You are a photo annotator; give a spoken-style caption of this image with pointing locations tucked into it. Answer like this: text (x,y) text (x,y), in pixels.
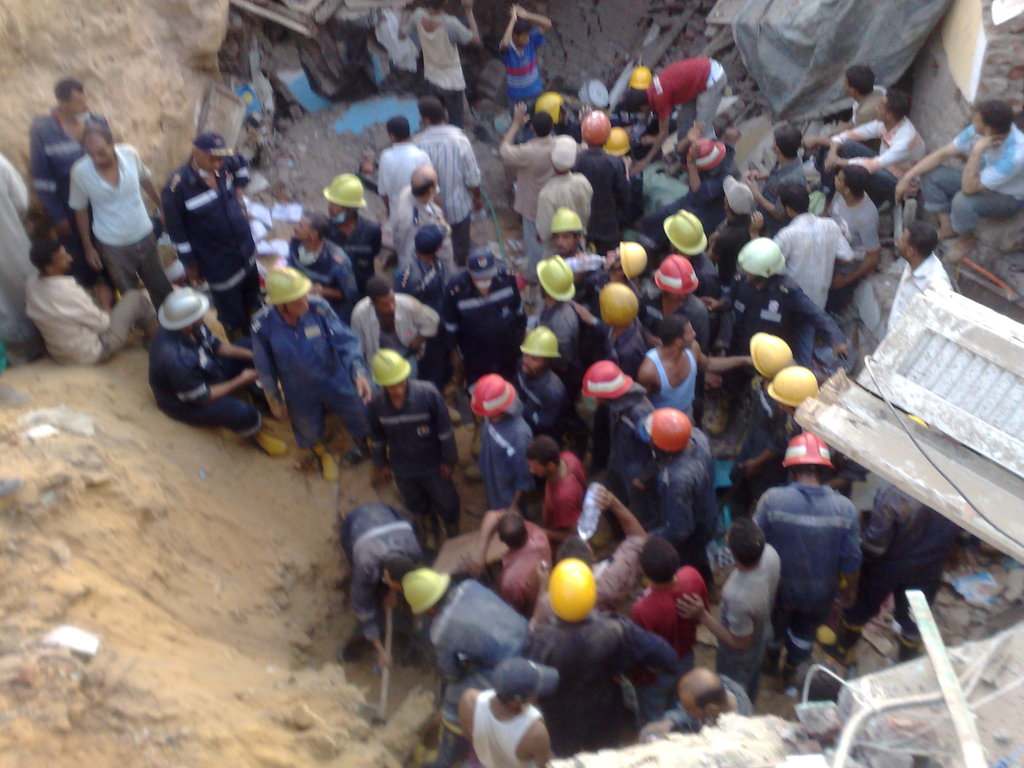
In this image I can see a crowd (603,456), mud (230,659), rods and a wall (189,73). This image is taken near the construction site (495,109).
